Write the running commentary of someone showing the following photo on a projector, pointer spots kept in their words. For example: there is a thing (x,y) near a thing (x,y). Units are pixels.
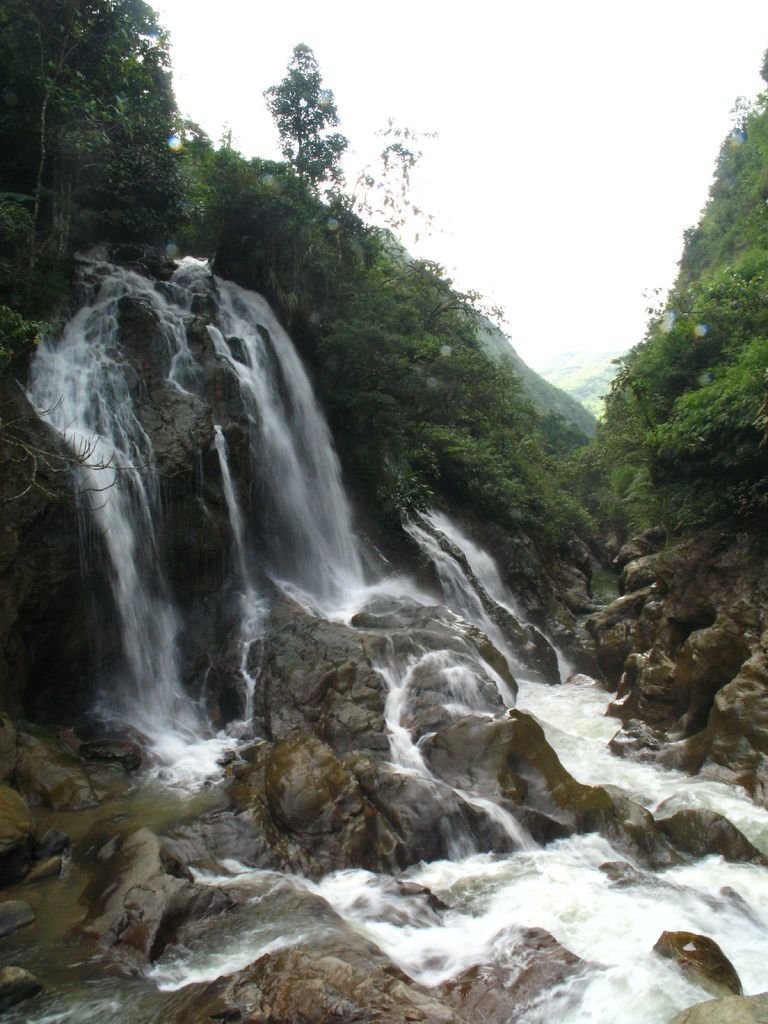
In this image, we can see rocks (471,723), waterfalls (258,636) and trees (374,319). Background there is a sky (568,87).
